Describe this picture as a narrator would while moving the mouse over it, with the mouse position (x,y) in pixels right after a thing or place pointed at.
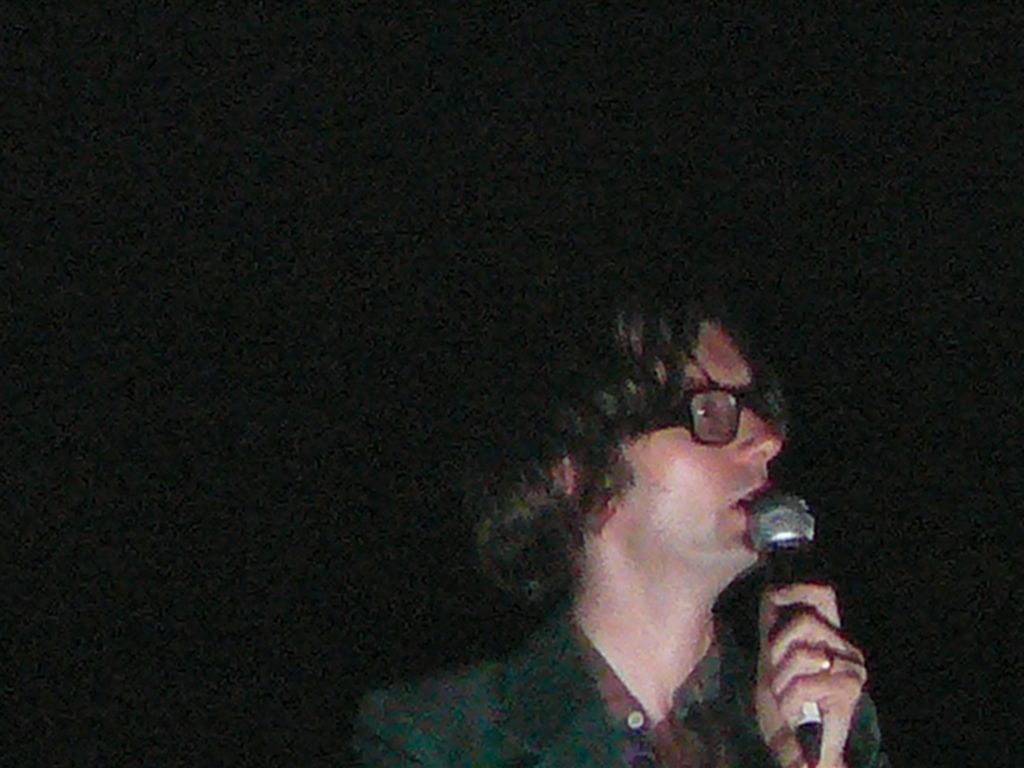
Here a person (834,606) is speaking in the microphone (793,536), this person (762,428) wore shirt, coat (578,702), spectacles (701,407).
